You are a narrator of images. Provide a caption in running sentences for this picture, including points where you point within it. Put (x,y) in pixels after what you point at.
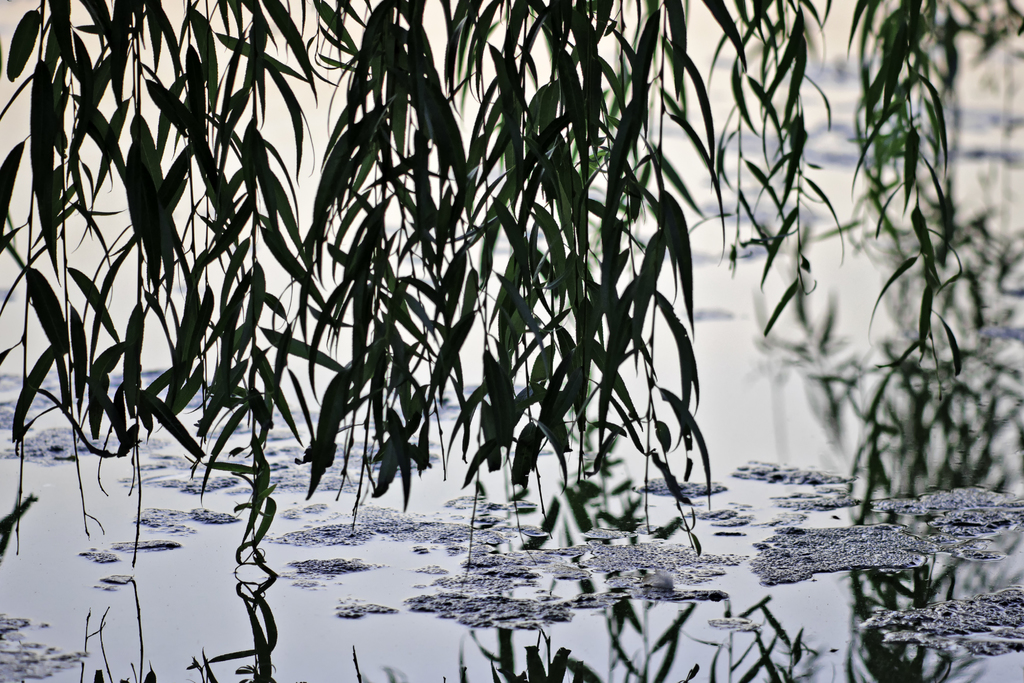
As we can see in the image there are plants (584,273) and water (583,633). The background (830,86) is blurred.
